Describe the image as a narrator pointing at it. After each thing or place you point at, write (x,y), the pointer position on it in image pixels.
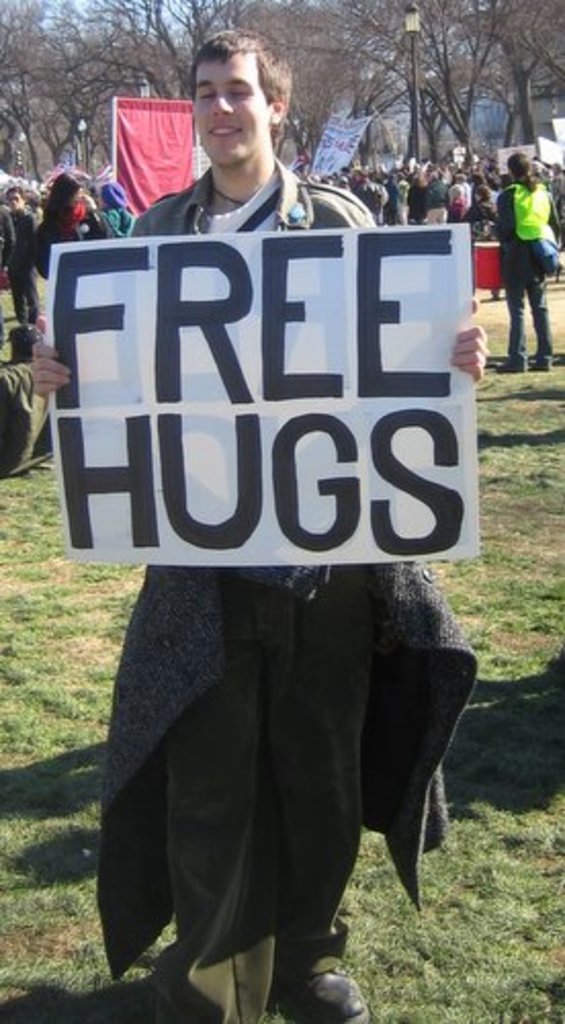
In this image there is a man (247,198) standing in the center (200,407) holding a banner (257,461) with some text (243,390) written on it and smiling. In the background (119,196) there are persons (429,184) and there are trees (315,62), poles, flags (167,152), and on the ground (386,866) there is grass (501,873).
